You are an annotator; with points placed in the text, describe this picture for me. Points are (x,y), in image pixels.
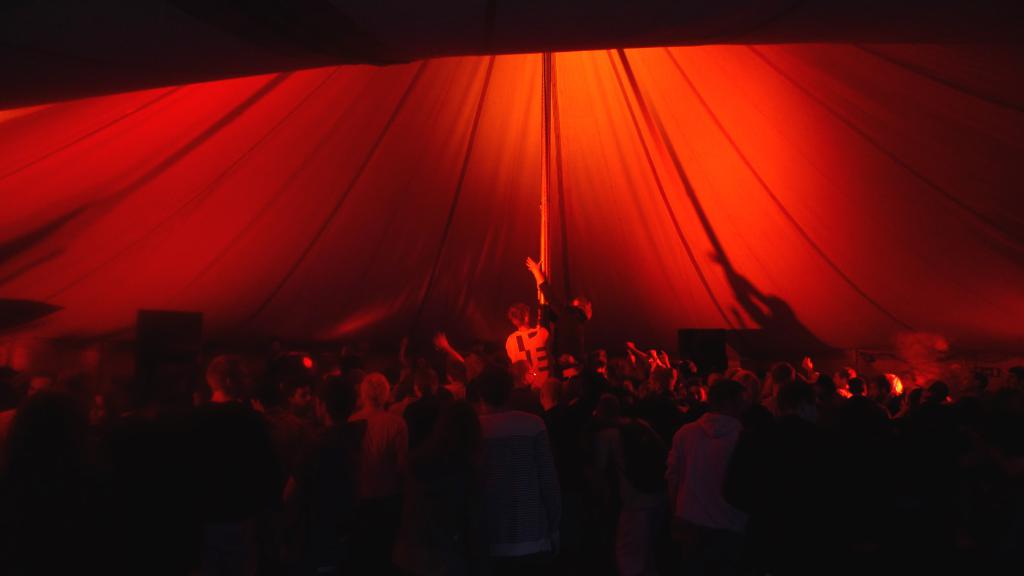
This is an image clicked in the dark. At the bottom (447,398) I can see a crowd of people (417,398). In the middle of the image (541,204) there is a pole (545,67) and few persons (542,322) are holding this pole (543,230). At the top of the image (382,139) I can see the tent (395,127).
